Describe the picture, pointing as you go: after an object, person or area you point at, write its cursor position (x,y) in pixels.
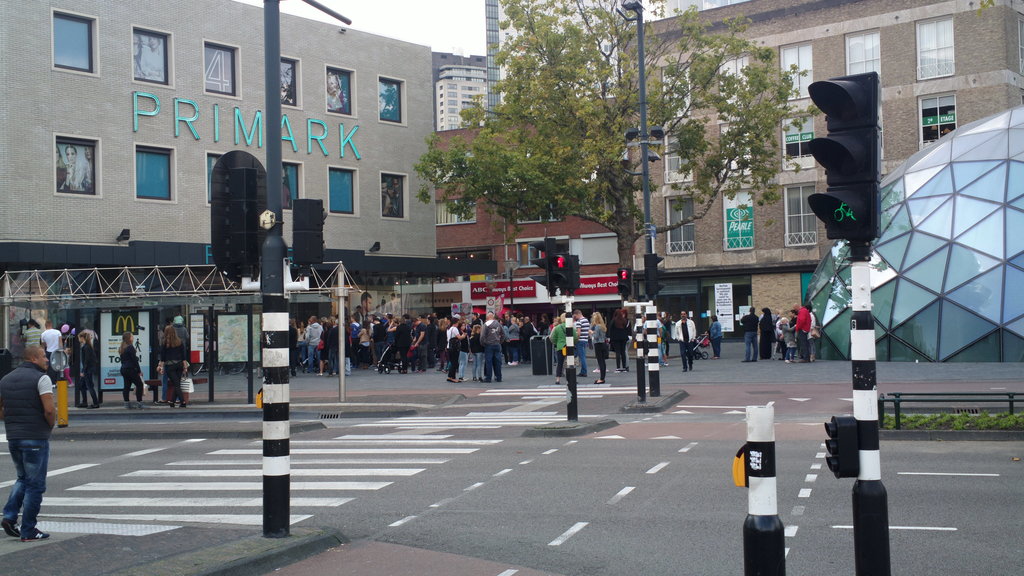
In this image we can see traffic signals (560,289), tree (593,156) and buildings (253,94). In front of the building (755,212) so many people (447,340) are standing on the road (608,436).
